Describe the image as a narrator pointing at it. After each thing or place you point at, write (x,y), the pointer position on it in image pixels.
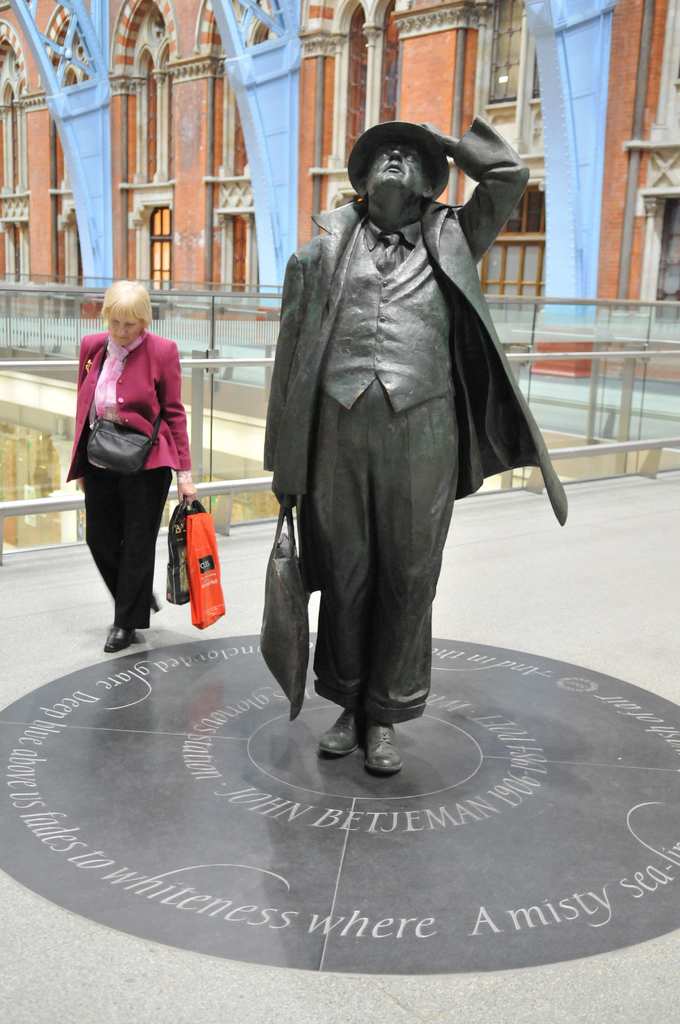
Here in this picture in the middle (415,344) we can see a statue (417,282) present on the floor (475,690) over there and beside it we can see a woman (104,412) walking as she is holding some covers (199,511) in her hand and behind her we can see a railing (192,386) present and we can see doors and windows (166,257) on the building (202,100) present over there.
